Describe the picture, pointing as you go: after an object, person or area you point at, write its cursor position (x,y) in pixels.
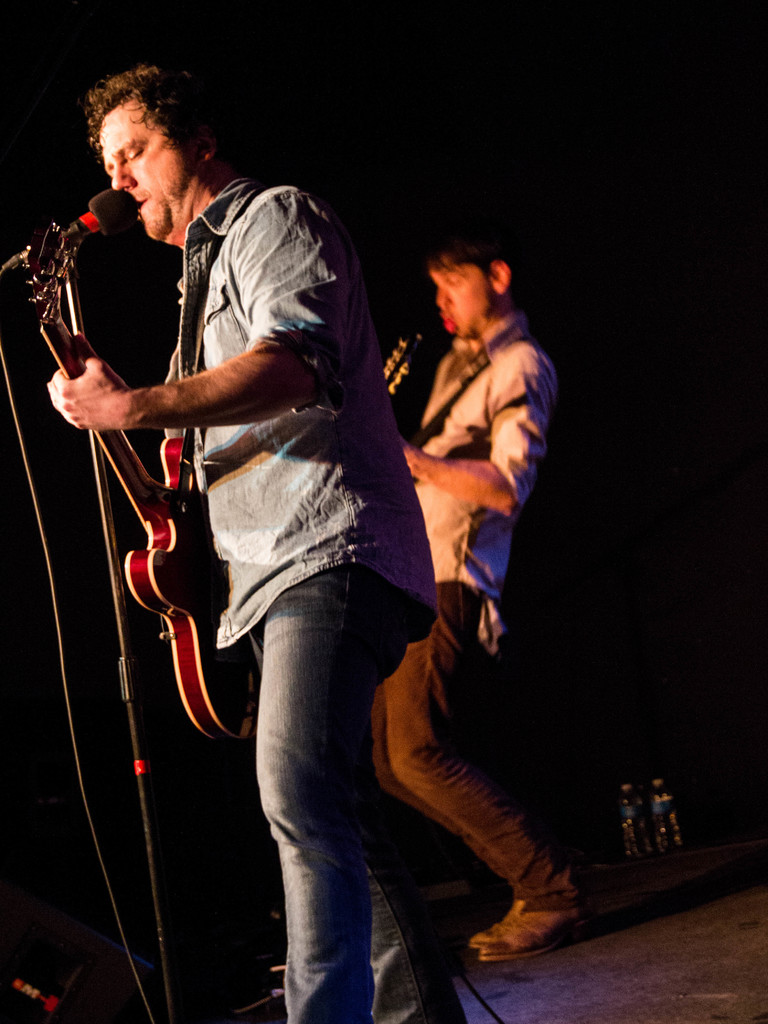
There are two members (264,494) in the stage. Two of them were playing two different musical instruments (123,447) in their hands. One of the guy (152,208) is singing in front of a mic (117,216). In the background (395,108) there is dark.
